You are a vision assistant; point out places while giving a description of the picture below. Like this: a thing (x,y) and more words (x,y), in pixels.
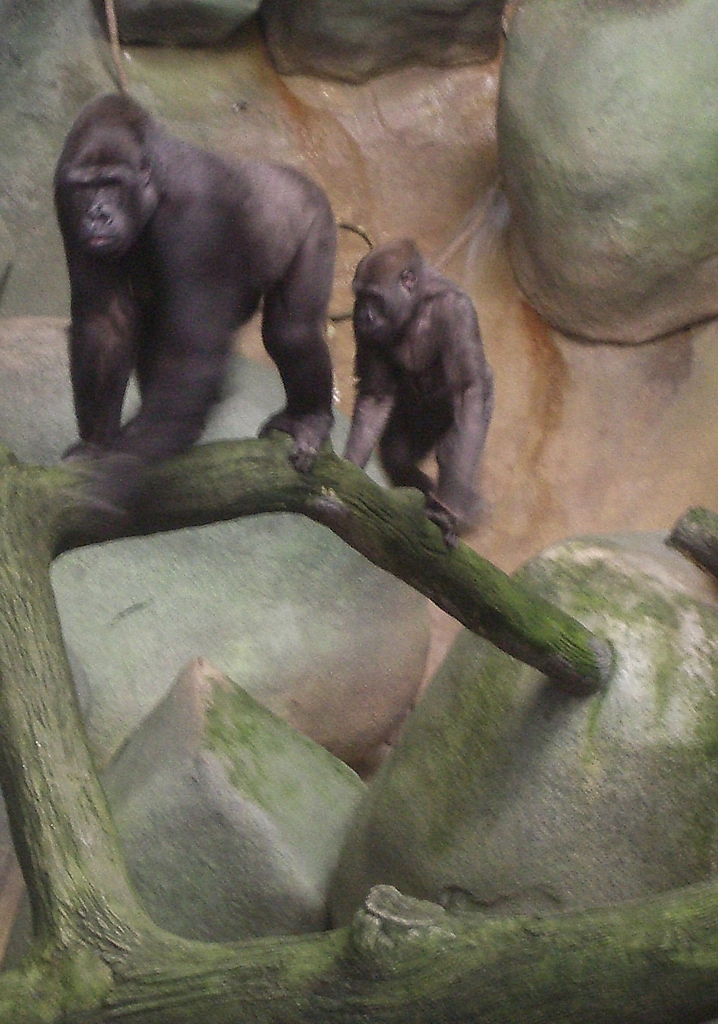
In this image I can see two animals (178,256) which are black in color on a tree branch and in the background (355,779) I can see few huge rocks (356,643).
